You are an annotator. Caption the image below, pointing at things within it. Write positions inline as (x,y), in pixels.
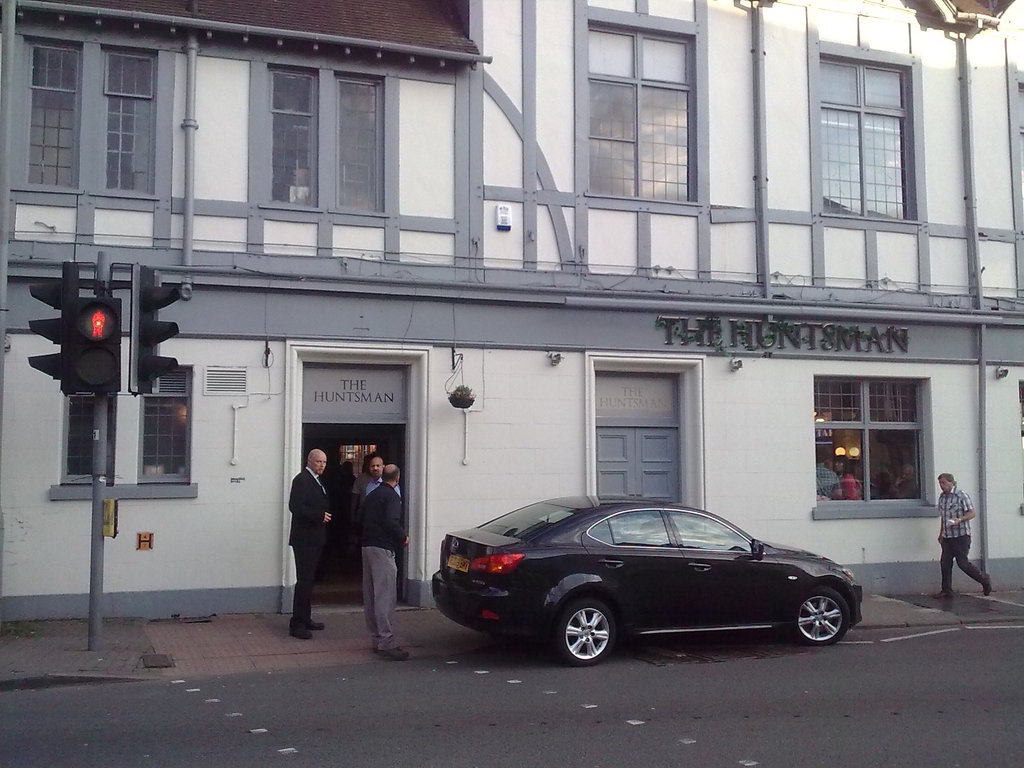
In this picture there is a building (640,341) and there is text (328,400) and there are pipes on the wall (424,75). In the foreground (391,478) there is a car (675,519) on the road (689,731) and there are three people (395,646) standing and there is a man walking on the footpath (116,662) and there are group of people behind the window (857,449). On the left side of the image (102,324) there is a traffic pole (124,266) on the footpath (105,673). At the bottom (132,720) there is a road (125,701).
